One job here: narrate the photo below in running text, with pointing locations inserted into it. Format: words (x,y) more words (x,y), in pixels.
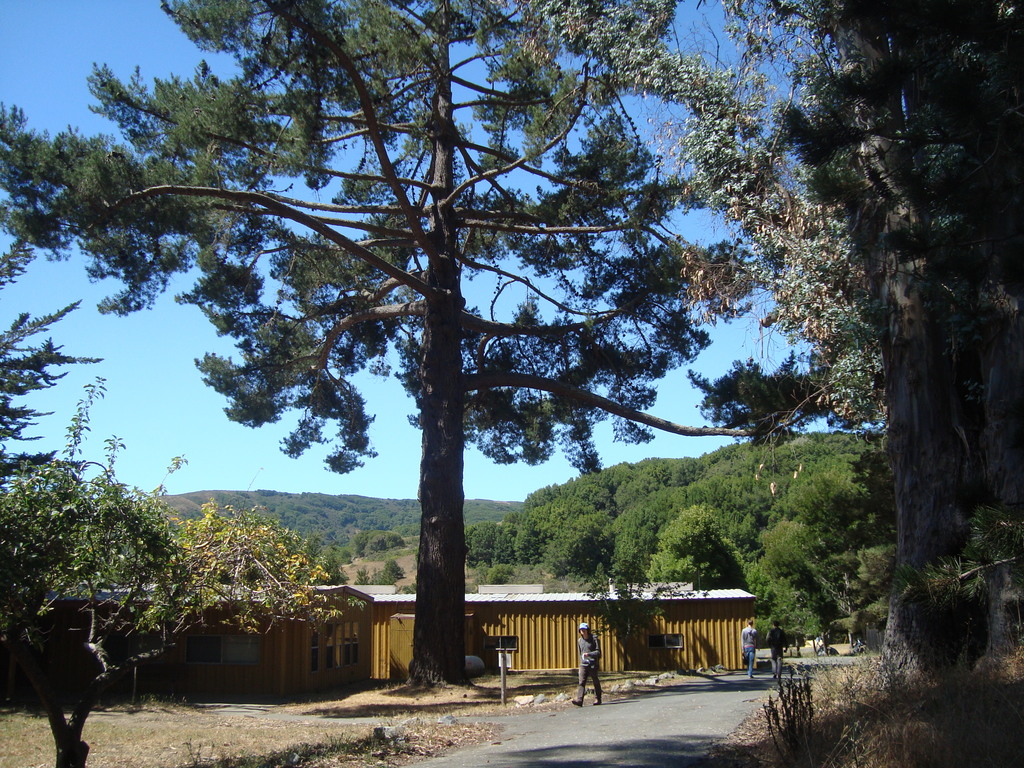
In this image there is road (669,692) in the middle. On the road (696,681) there are three persons (748,647) walking on it. In the background (362,632) there are houses (309,642) which are made up of asbestos sheets (388,603). In the middle (425,493) there is a big tree (439,543). In the background (362,515) there are hills (316,519) on which there are trees (331,527). At the top (87,36) there is the sky (139,326). On the ground (283,738) there are dry leaves (273,735) and grass (195,723). There are trees (543,413) all over the place.
